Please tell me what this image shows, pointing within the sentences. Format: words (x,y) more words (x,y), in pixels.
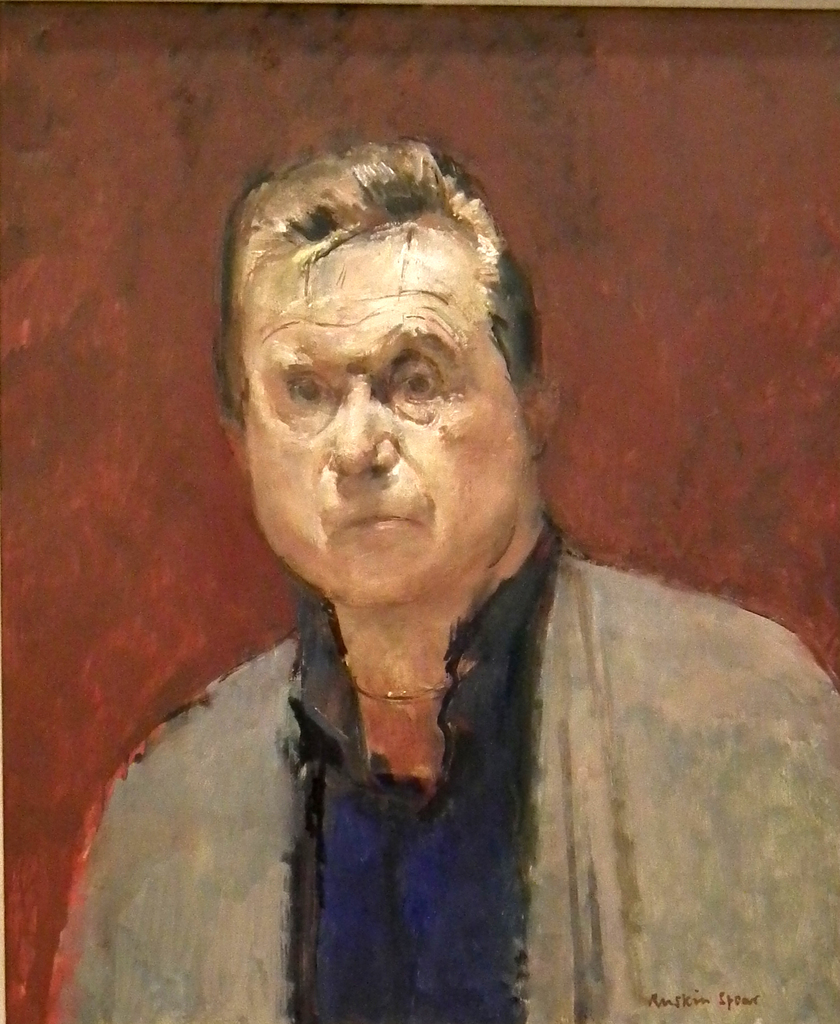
In this picture we can see the painting (148,301) of a person (504,1010) wearing a coat (230,776). The background (62,801) is in maroon color.
